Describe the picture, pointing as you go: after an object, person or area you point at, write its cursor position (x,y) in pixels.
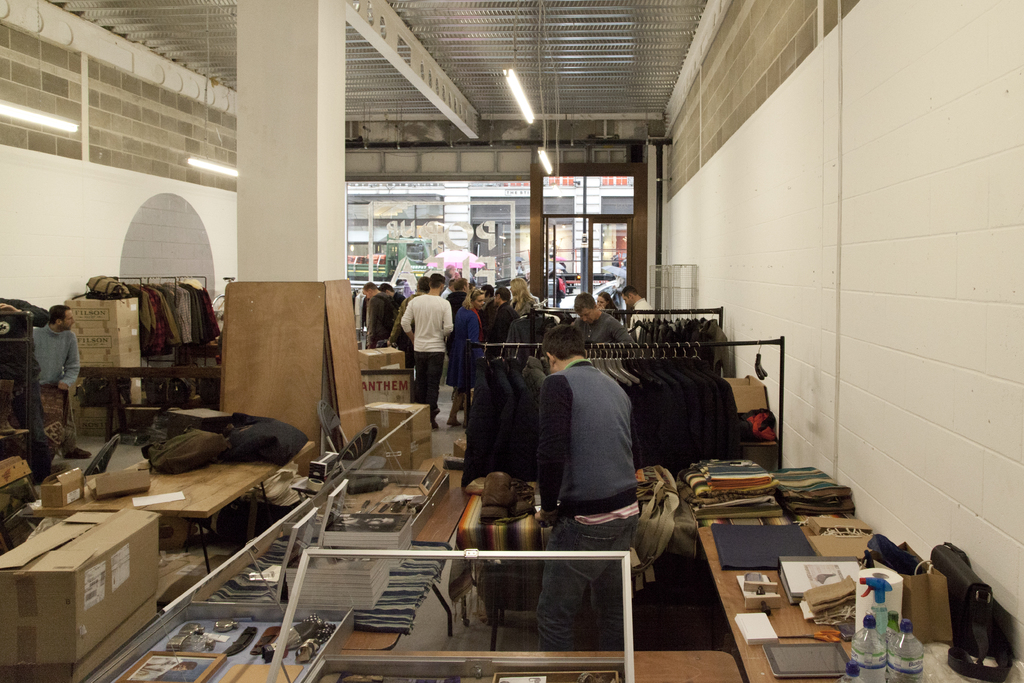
In this picture there are several people (442,355) inside a shop (656,301) where coats (536,403) and objects (368,501) are placed on tables (216,481), in the background (419,426) we observe a glass door (612,220) and cardboard boxes (123,543).
